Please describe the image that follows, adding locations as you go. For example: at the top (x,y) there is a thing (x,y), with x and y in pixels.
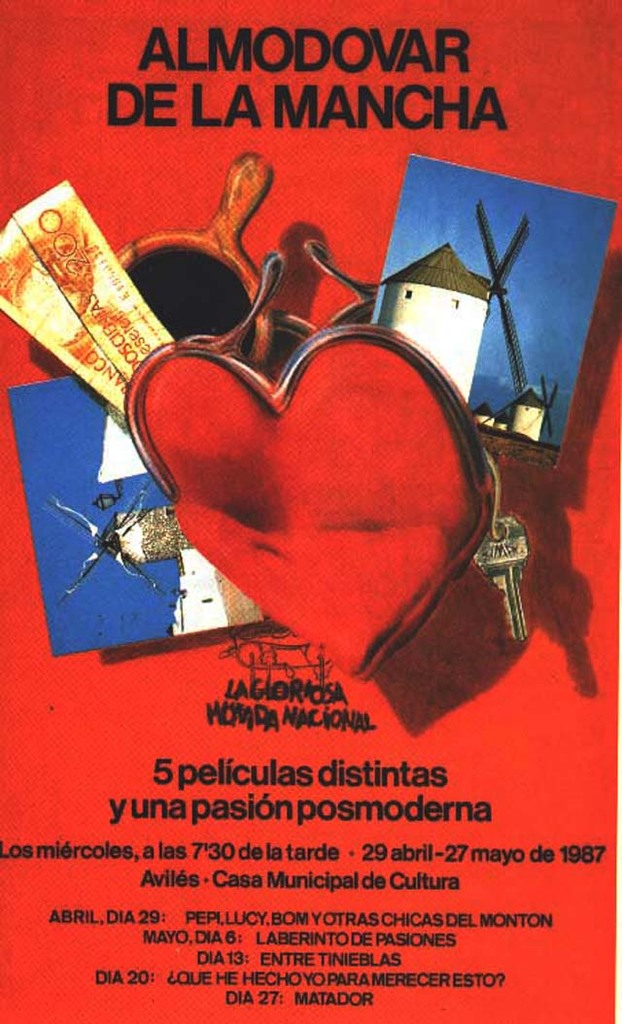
In this image I can see it looks like a book's outer cover (391,490), in this there are images (398,484). At the bottom (89,920) there is the text (295,858).
